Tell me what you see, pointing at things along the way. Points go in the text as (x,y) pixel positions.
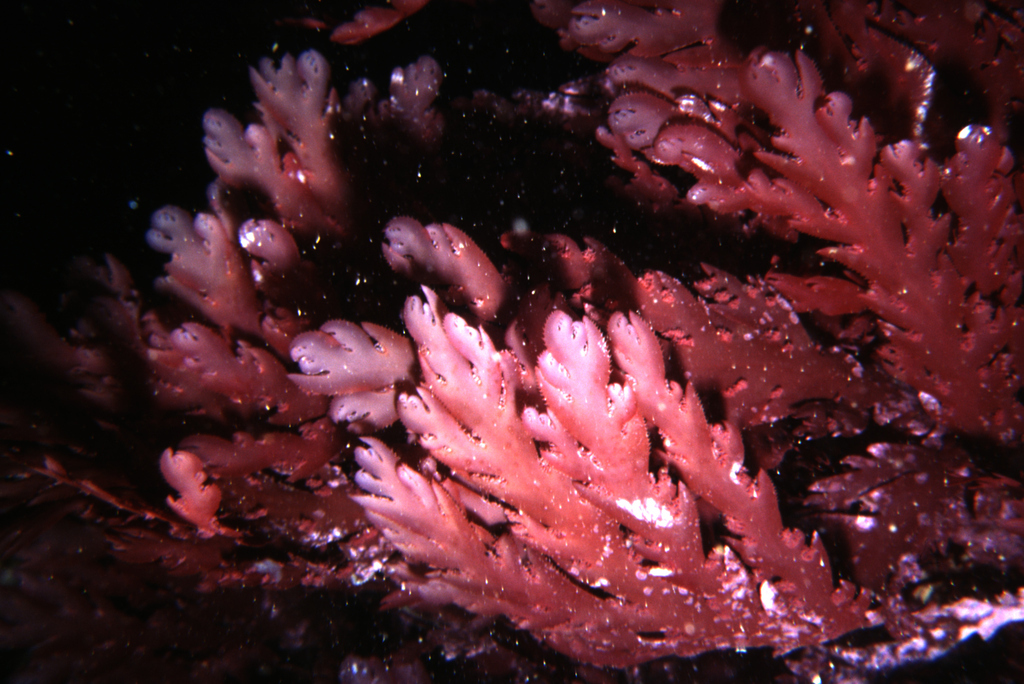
The picture is taken under water (174,427), in the picture there are water plants (653,363). On the left (122,204) it is dark.
